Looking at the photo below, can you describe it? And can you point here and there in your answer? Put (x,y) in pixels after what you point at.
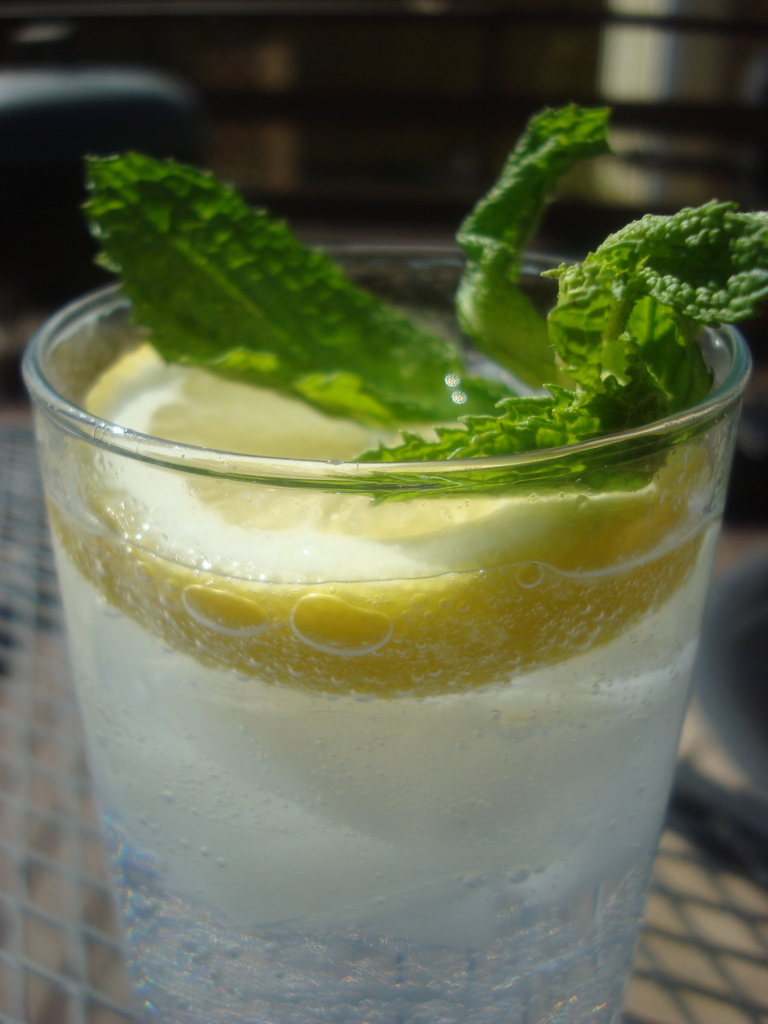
Here there is a glass (336,832) with liquid (416,834), lemon slice (429,653), leaves (280,357) in it on a platform (3,805). In the background (276,163) there are some objects (430,139) and image is not clear.
